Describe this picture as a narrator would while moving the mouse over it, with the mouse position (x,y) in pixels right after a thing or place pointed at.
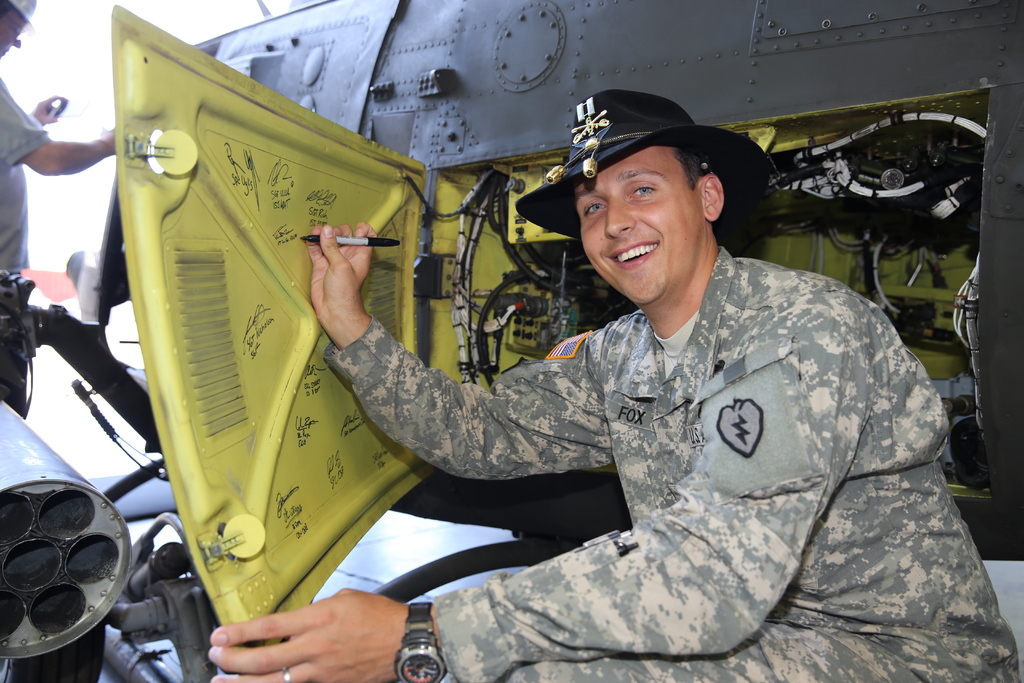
In the image we can see there is a person (633,103) sitting near the machine (233,273) and he is holding pen (352,239) in his hand (314,245). He is wearing a hat (606,107) and there is another person (18,4) standing.
